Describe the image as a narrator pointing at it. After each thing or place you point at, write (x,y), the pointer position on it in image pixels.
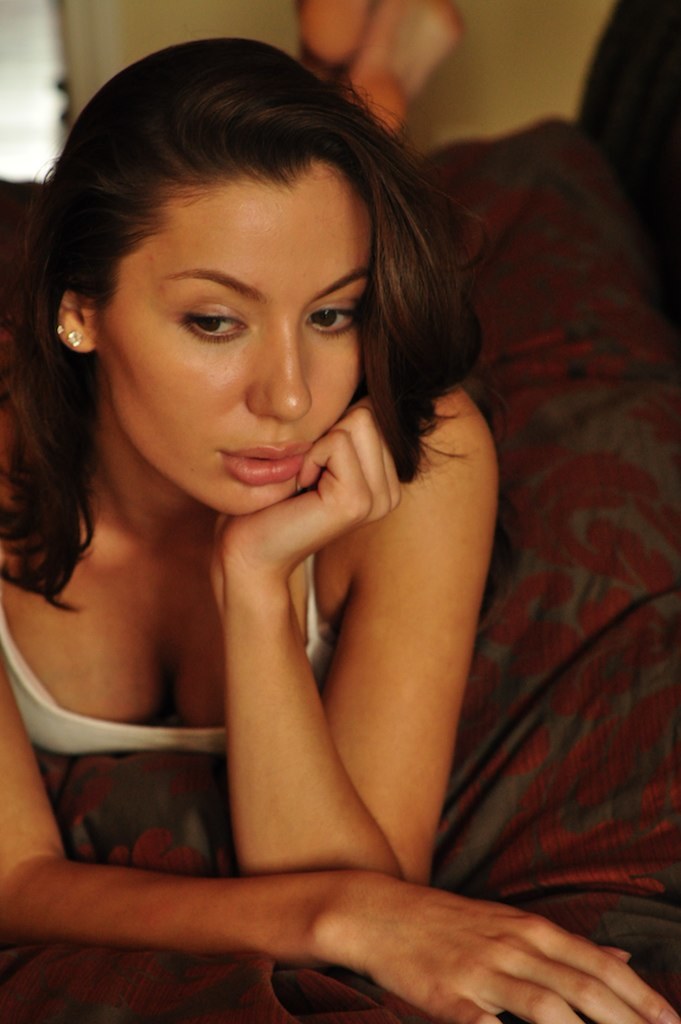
In this image there is a person (235,465) lying on an object (604,742).
